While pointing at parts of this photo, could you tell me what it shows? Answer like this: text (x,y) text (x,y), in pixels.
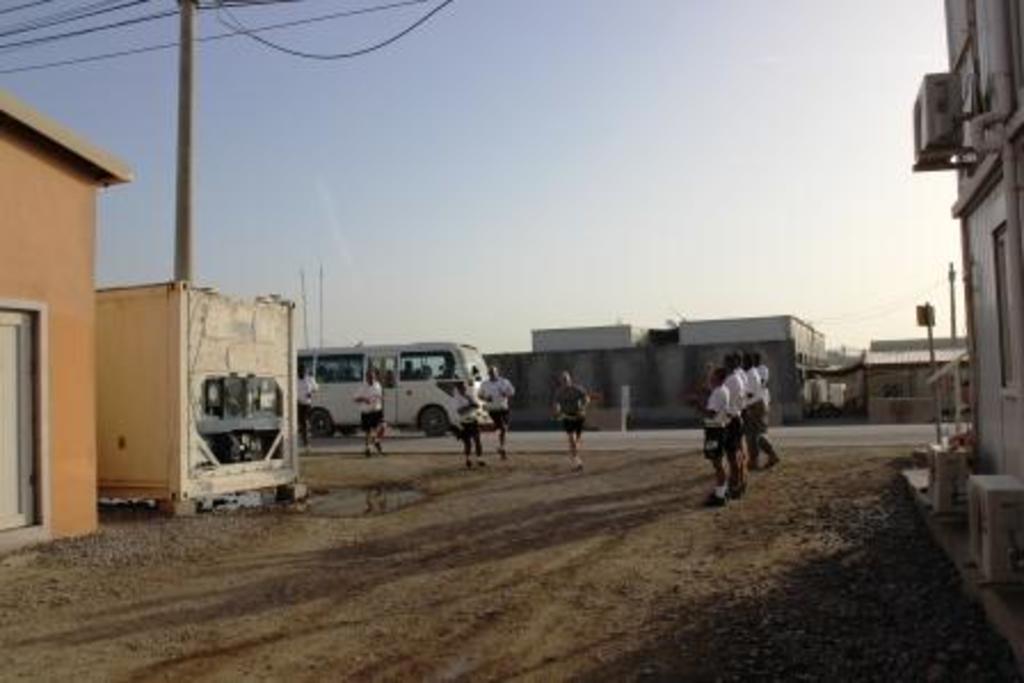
There are some persons (745,419) standing on the right side of this image (752,401), and there are some persons (460,430) running on the left side of this image (303,408). There is a vehicle (423,372) present on the road (633,438) is in the middle of this image (432,397). There are some houses (914,368) in the background (546,381). There is a sky (582,206) at the top of this image (579,181).
